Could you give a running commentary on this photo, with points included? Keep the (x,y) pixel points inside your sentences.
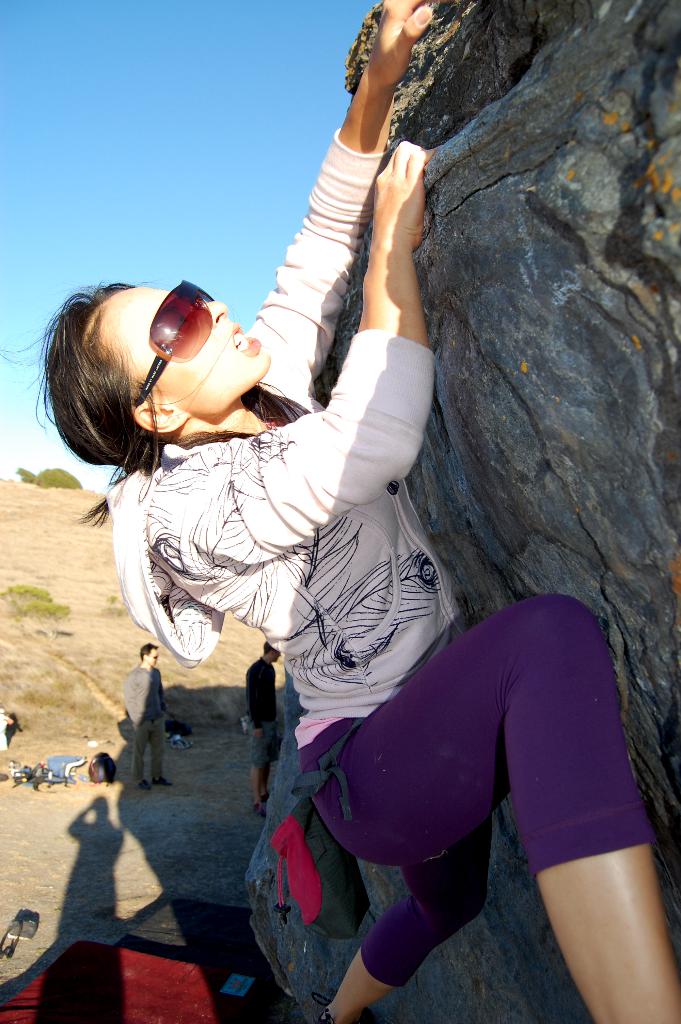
In the image we can see a woman (328,600) wearing clothes (426,629), goggles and the woman (246,555) is climbing the rock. We can see there are even other people (274,686) standing and wearing clothes (163,721). Here we can see the plant (49,481) and the sky (179,127).
